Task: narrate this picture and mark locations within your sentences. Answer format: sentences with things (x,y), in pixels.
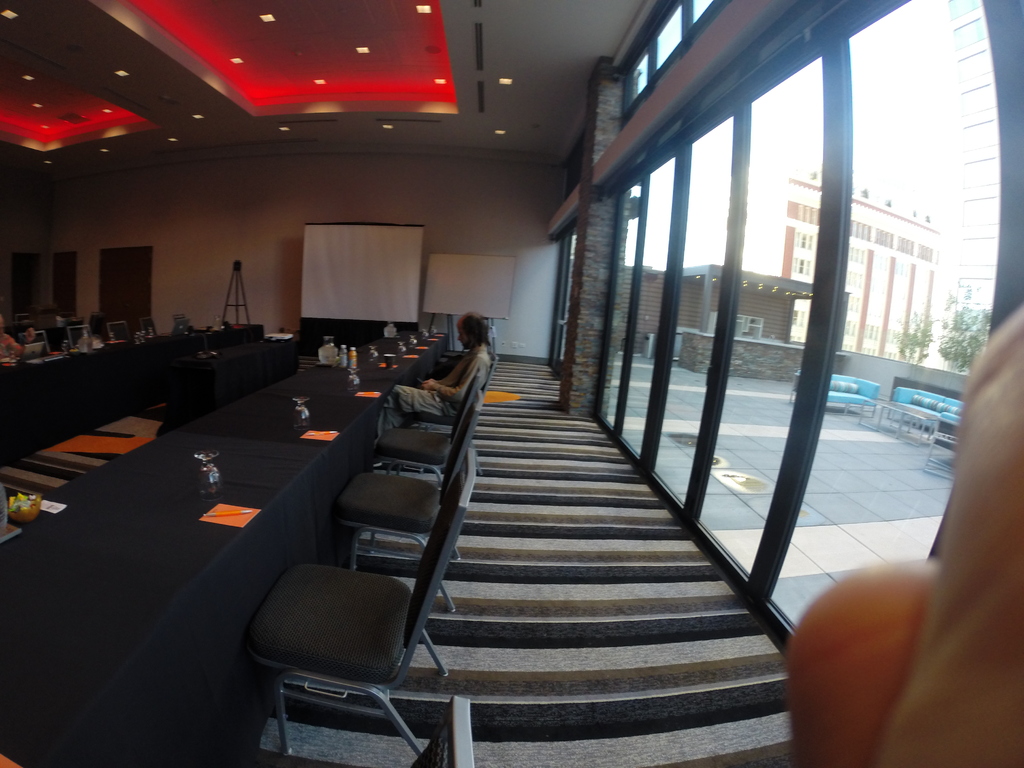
This picture is clicked inside the hall (404,177). In this image there are tables (183,561) on which there are glasses (213,481), tissue papers (213,519) on it. On the right side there are chairs (407,440). There is a person (439,380) sitting in one of the chair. In the background (358,272) there is a screen (326,272). Beside the screen (343,278) there is a tripod (238,274). At the top (262,35) there is ceiling (255,44) with the lights (235,59). On the right side (704,335) there are glasses (705,299). At the bottom (626,638) there is a mat (623,635). Through the glass (906,301) we can see that there are buildings (921,310) in the background (906,307). There is a teapoy (901,418) in the middle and there are sofas (894,392) around it.
